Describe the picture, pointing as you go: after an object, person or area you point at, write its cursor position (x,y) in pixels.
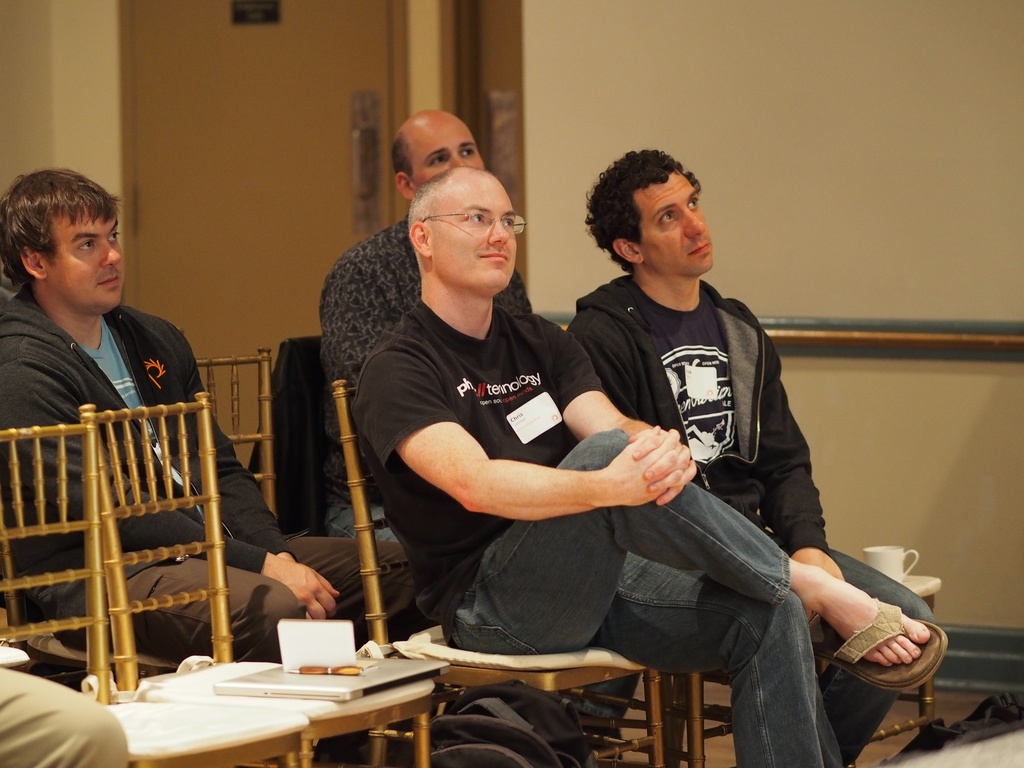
In this image, we can see four people (230,588) are sitting on the chairs (379,648). Here we can see a person (486,290) is smiling and wearing glasses (509,228). At the bottom (364,730), we can see chairs (221,722), some objects (369,684), backpack (528,730), cup (904,563). Background (597,144) there is a wall (583,144), door (197,163) we can see.
